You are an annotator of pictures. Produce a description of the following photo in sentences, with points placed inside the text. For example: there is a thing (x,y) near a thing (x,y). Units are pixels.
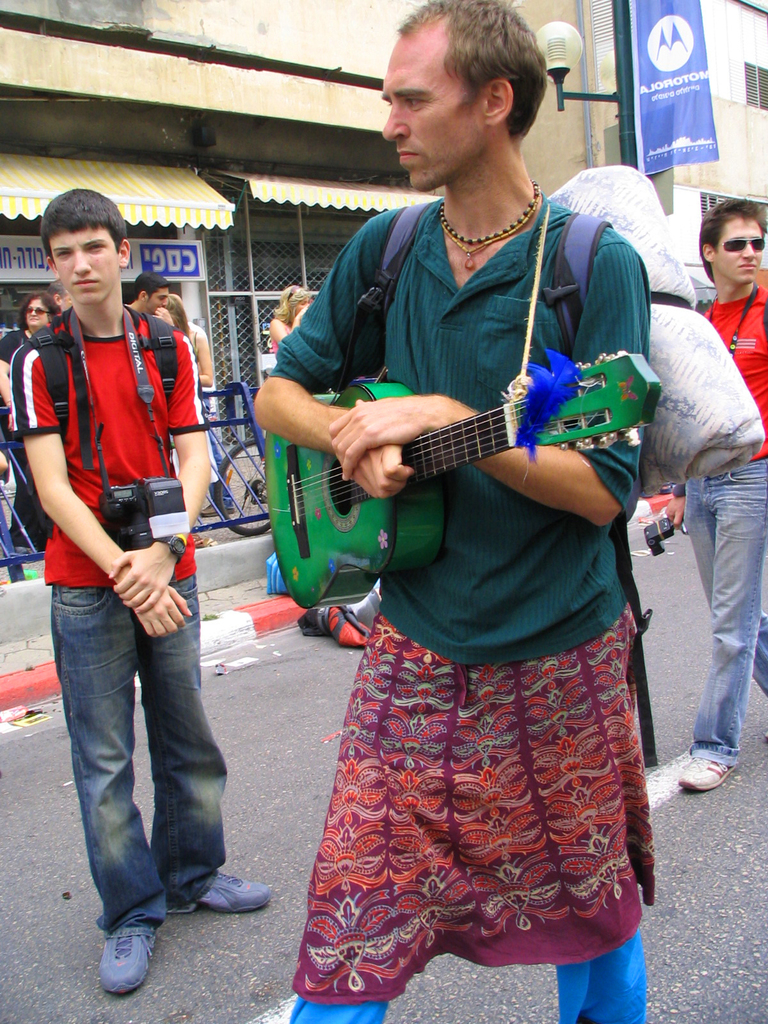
Few persons (162,426) are standing and these two persons (525,673) are walking, this person (498,522) holding guitar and object (662,336). On the background (160,39) we can see wall (576,21), light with pole (624,61), flag (691,121), building (693,206), fence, banner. This is road (233,835). This person (180,677) wear camera (139,514) and bag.
